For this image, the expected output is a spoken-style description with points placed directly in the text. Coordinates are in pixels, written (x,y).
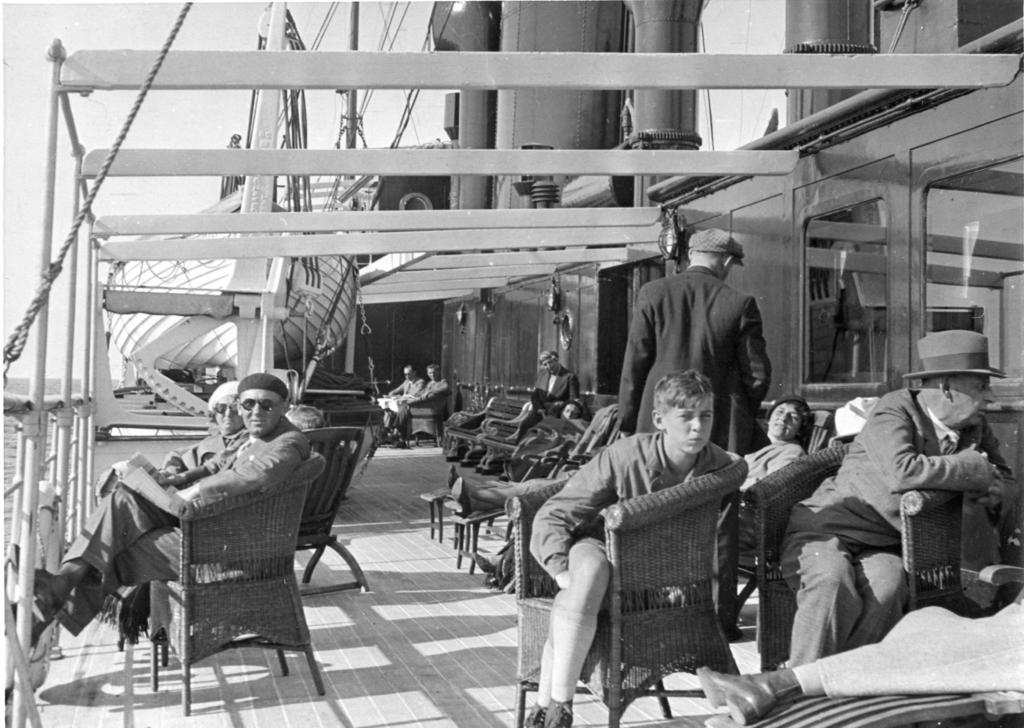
This is a picture in the boat (590,92) where we can see some group of people (391,418) sitting on the chairs (435,409).
